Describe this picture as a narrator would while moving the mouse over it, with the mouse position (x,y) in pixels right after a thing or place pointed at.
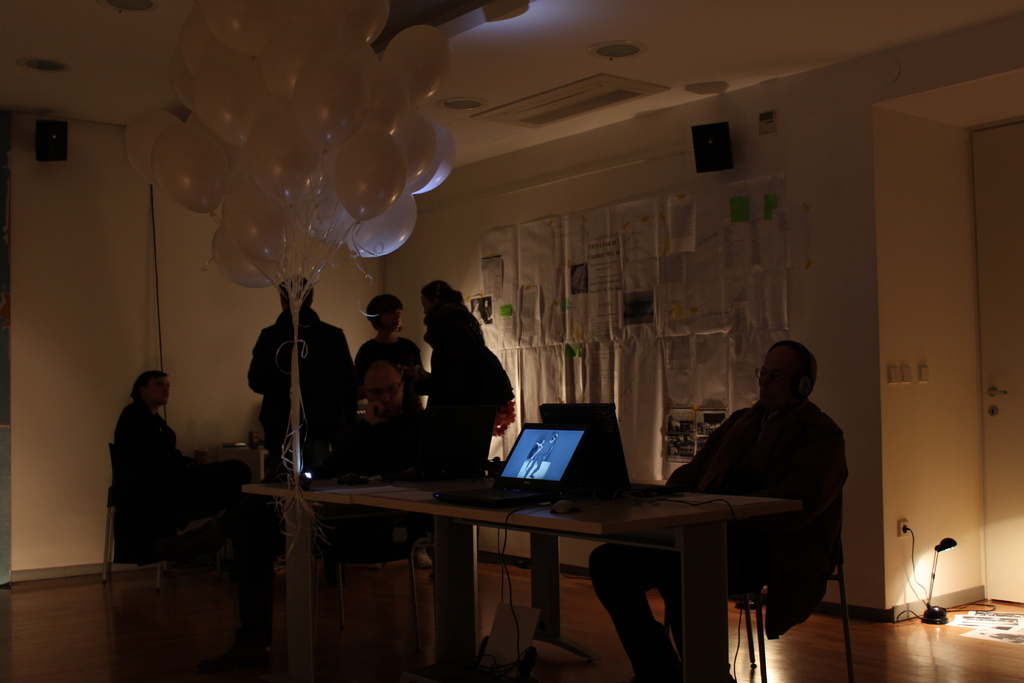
In the image we can see there are people (383,420) who are sitting on chair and few people (370,358) are standing at the back (454,371) and there are many balloons (252,167) which are tied to the table (275,489).
